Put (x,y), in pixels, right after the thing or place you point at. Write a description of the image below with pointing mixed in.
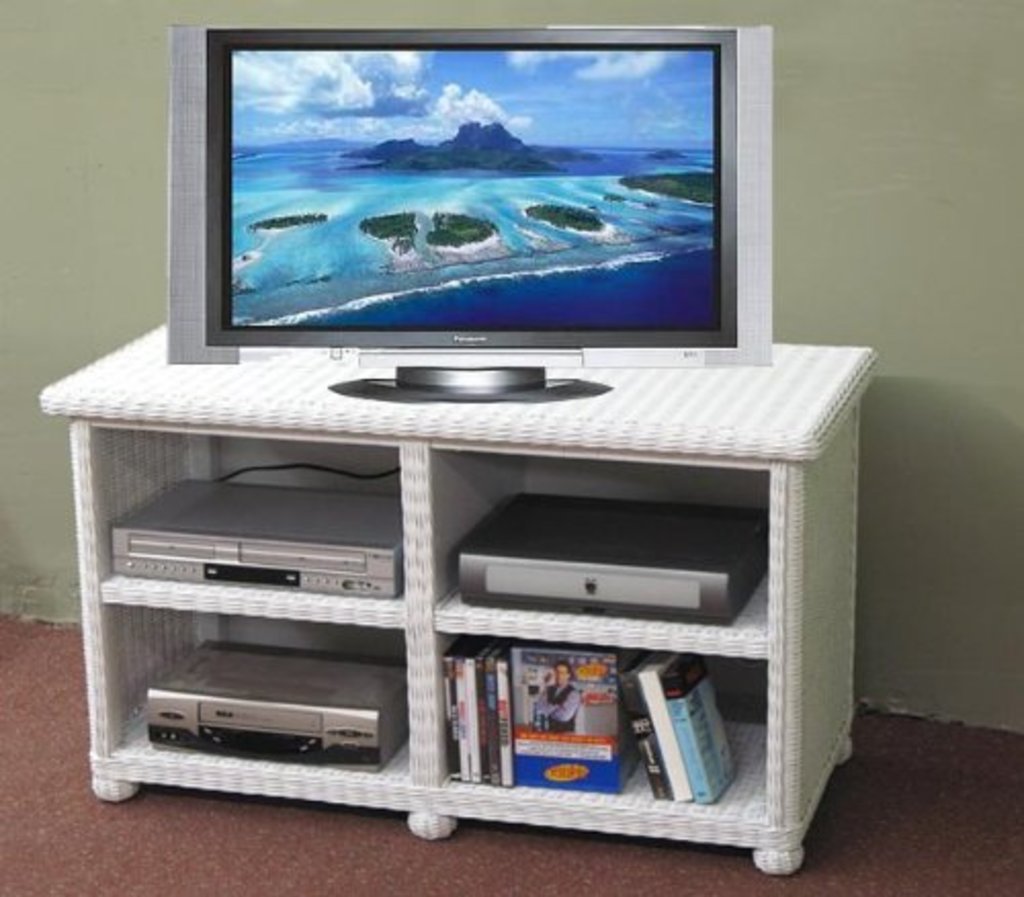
This picture seems to be clicked inside the room (363,412). In the center (428,424) there is a white color cabinet (131,376) containing some electronic devices (325,671) and the books (599,735) and we can see the text (558,748) and a picture (565,714) of a person (562,723) on the cover (558,666) of a book (570,708) and we can see a television (546,39) placed on the top of the cabinet (723,383). In the background (853,198) we can see the wall (927,190) and the floor mat (241,825).
